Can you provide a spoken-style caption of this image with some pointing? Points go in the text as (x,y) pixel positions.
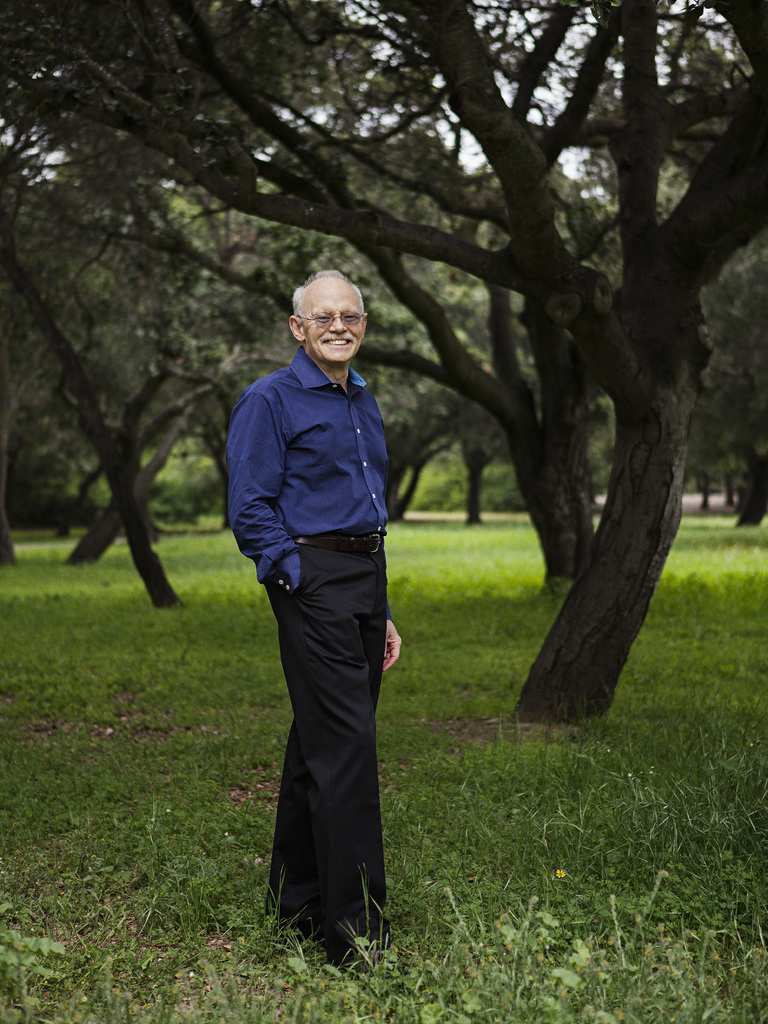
This is the man (323,475) standing and smiling. He wore a shirt (335,445), trouser (360,760), shoes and spectacle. These are the trees (263,215) with branches (526,149) and leaves (598,478). This is the grass (508,837).
